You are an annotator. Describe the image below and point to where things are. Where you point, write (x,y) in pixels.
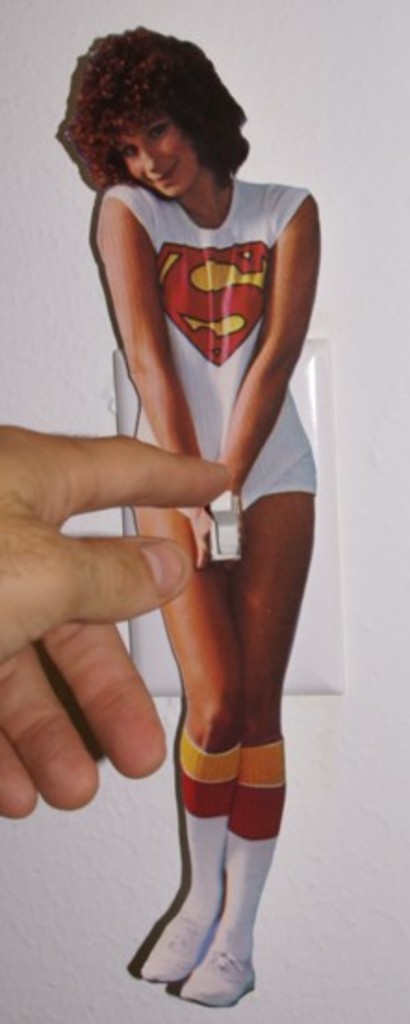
In this picture we can see a person hand (70,566), sticker (135,246) of a woman (187,662) on a switchboard (341,624) and in the background (112,417) we can see the wall (154,874).
